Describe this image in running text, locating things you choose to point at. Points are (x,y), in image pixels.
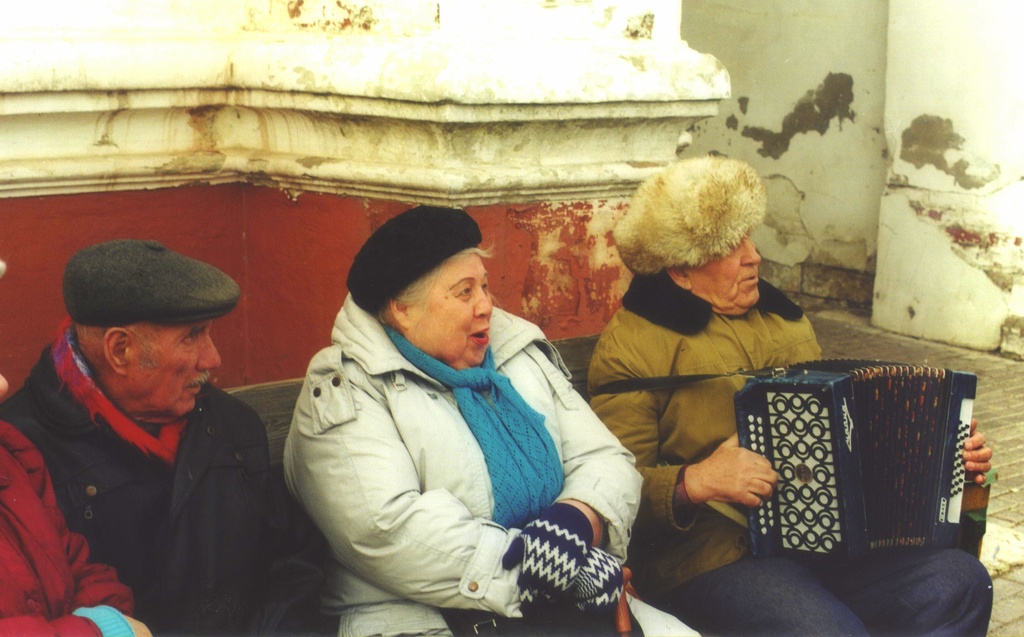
In this image, we can see some people (566,544) sitting and in the background (315,113) there is a wall (341,108).
